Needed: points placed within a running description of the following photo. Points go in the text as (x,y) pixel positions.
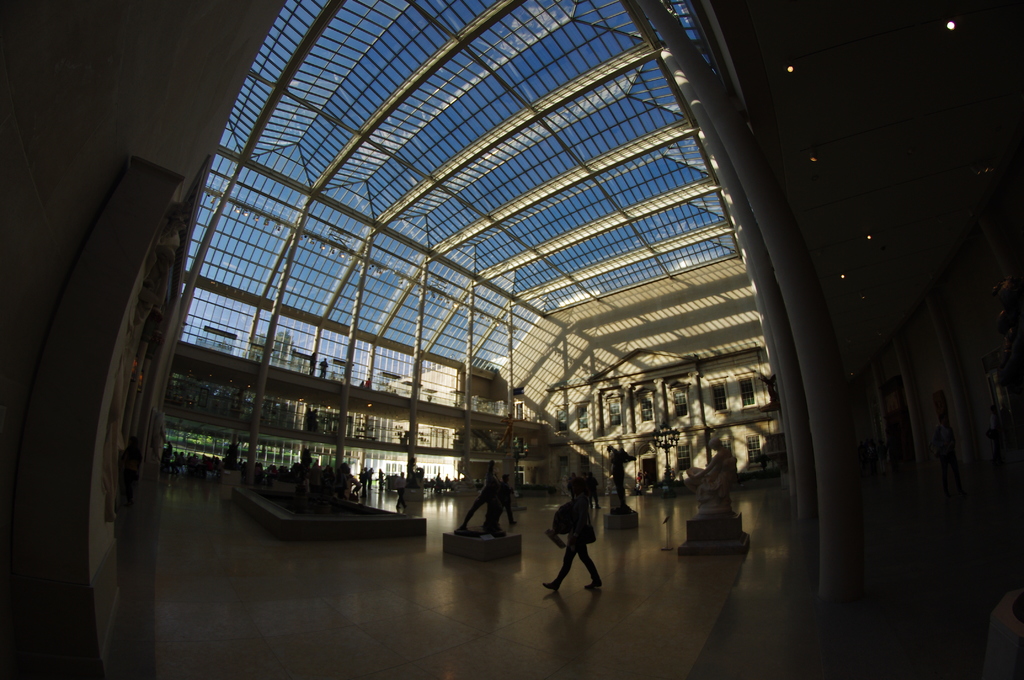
In this image I can see inside view of a building (493,431) and I can also see few sculptures (716,500) and few people (640,476). On the top side of the image (530,59) I can see the sky (386,195) and on the right side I can see few lights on the ceiling (970,149). I can also see this image is little bit in dark.
